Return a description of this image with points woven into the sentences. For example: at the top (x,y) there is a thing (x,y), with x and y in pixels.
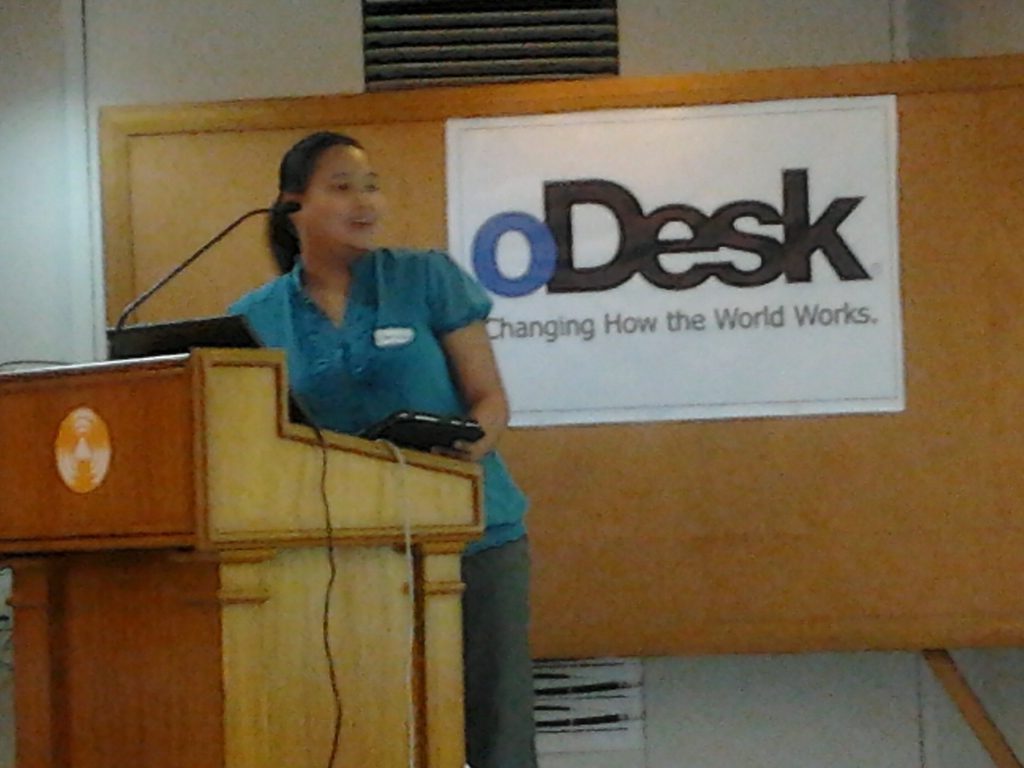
in the foreground of the picture (263,386) there is a woman (415,391) standing in front of the podium (173,401), on the podium (189,397) there are mic (154,285), laptop (203,336), cable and other object (400,440). In the background (537,343) there is a banner (555,159) attached to the wall (599,522). At the top (439,41) it is ventilator (384,48). The wall (189,30) is painted white.
